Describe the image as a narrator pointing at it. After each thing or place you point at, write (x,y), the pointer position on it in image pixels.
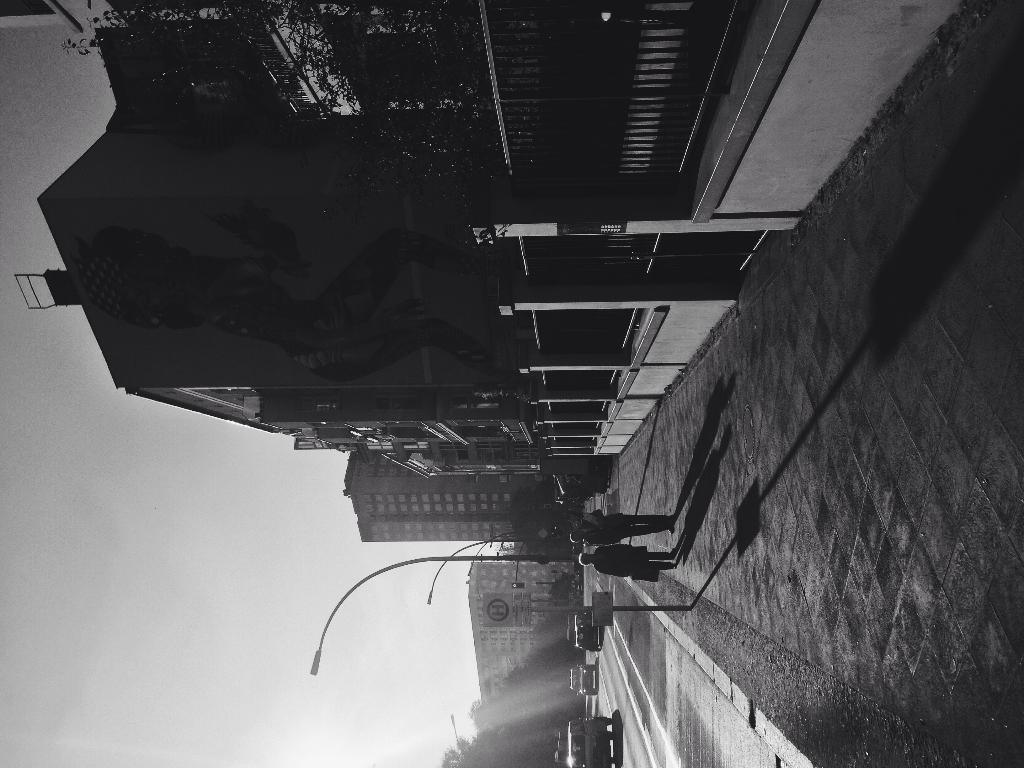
This is a black and white image. I can see two people (620,558) standing. These are the streetlights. I can see the buildings (500,564) with windows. This looks like a tree (312,53). I think this is the gate (626,267). I can see few vehicles (584,638) on the road (601,672).
